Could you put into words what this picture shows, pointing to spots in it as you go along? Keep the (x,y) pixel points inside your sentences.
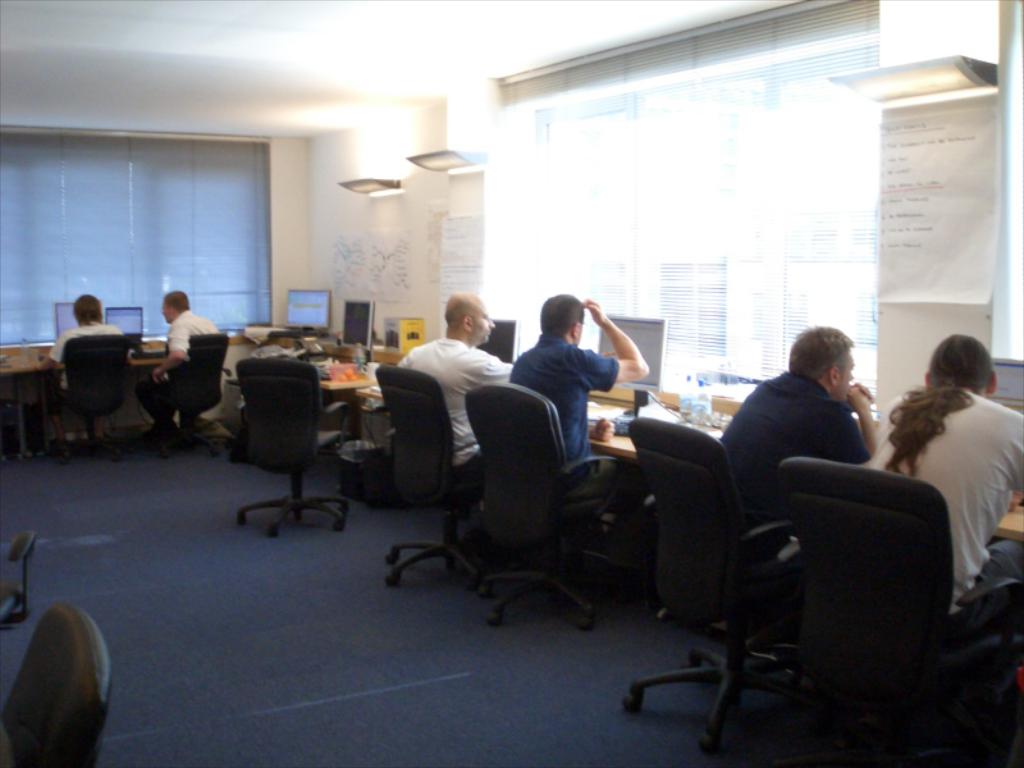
In this picture there are several people (548,370) sitting at the table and operating their monitors (655,359).
